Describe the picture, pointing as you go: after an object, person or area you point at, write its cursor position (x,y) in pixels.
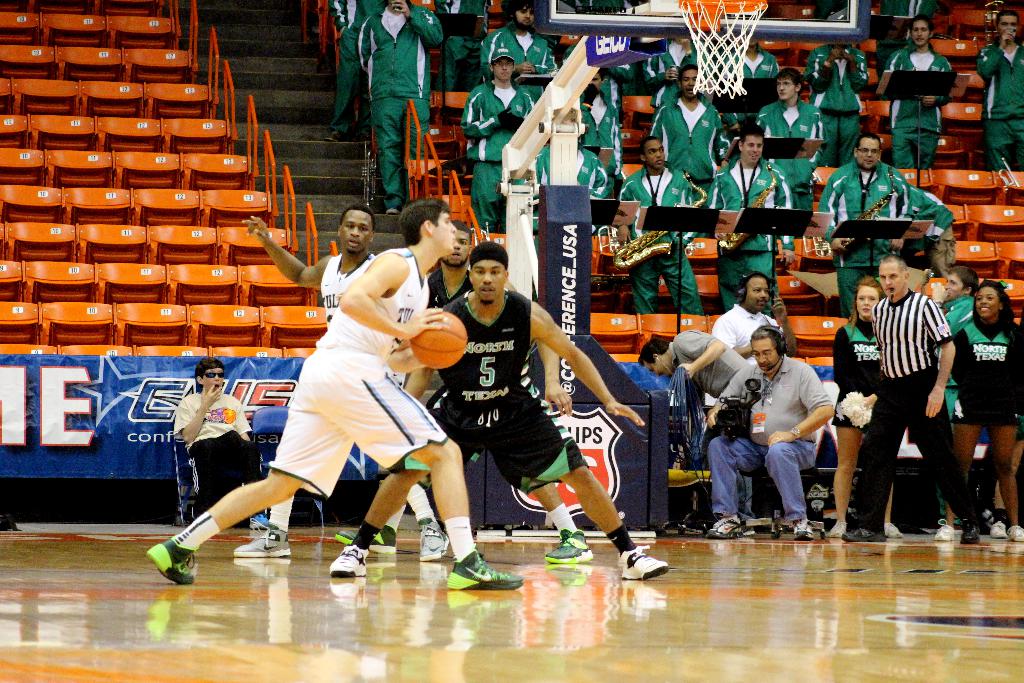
This image consists of four persons (364,412) playing basketball. In the background (932,141), there are many persons (483,44) standing in front of the chairs (36,331). At the bottom (665,629), there is a floor (543,607). In the middle (394,229), there are steps (278,83).
